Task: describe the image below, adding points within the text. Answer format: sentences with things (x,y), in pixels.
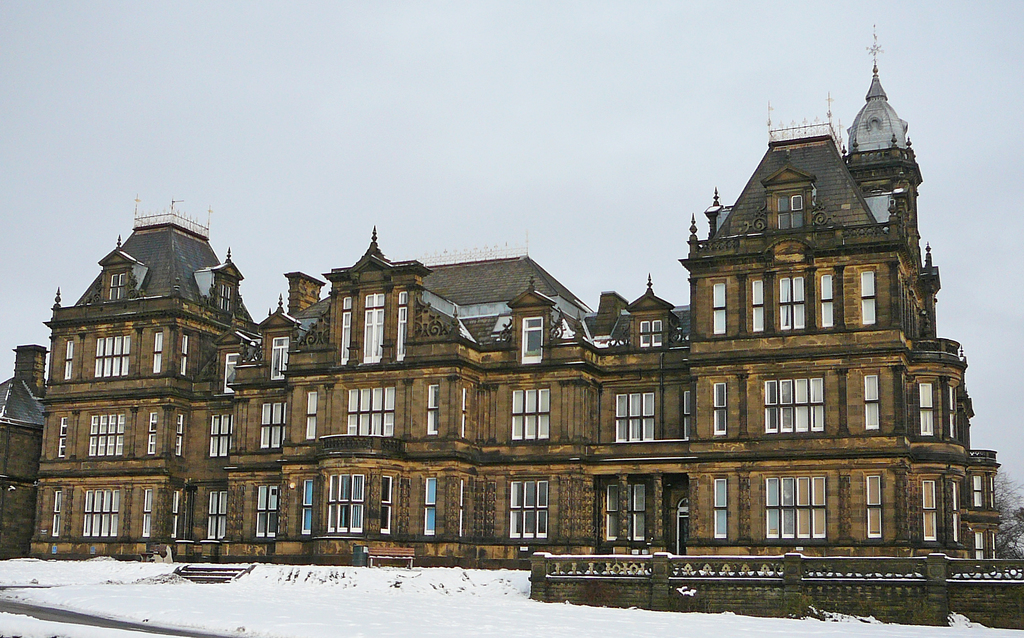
In this image we can see a building (577,454) with windows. On the ground (281,592) there is snow (362,596). Also there is a wall (656,583). In the background (572,142) there is sky (464,162).
